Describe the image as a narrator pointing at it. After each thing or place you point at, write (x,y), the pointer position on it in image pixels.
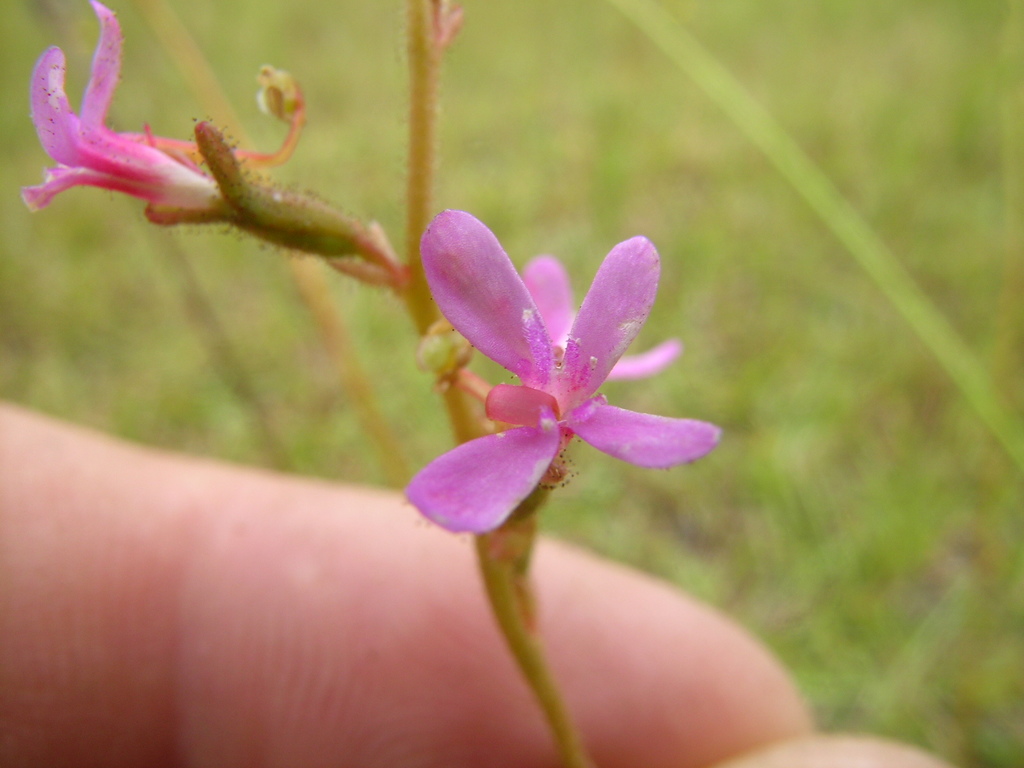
In this image I can see a person's hand (251,562) and a plant (543,302) which is green in color and to a plant (426,113) I can see few flowers (641,327) which are pink in color. I can see the blurry background (926,263) which is green in color.
